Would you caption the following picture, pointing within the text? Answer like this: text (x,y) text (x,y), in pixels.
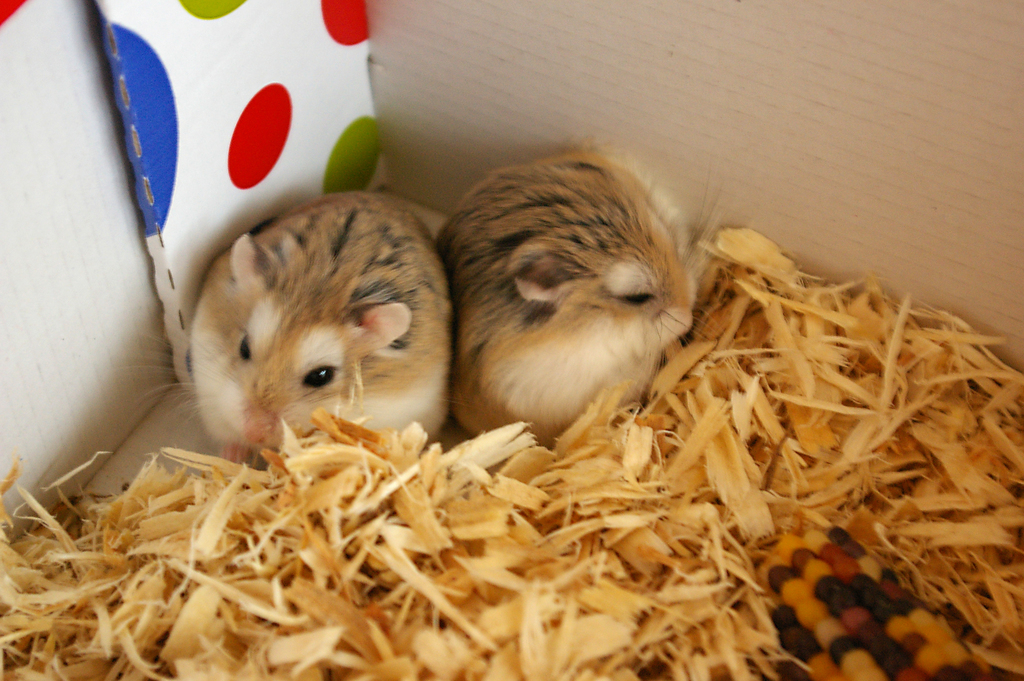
In this image I can see two hamsters (391,343) which are brown, cream and black in color. I can see the wood dust (437,546) and a colorful corn (877,576) in front of them. In the background (24,254) I can see the walls (40,252).
